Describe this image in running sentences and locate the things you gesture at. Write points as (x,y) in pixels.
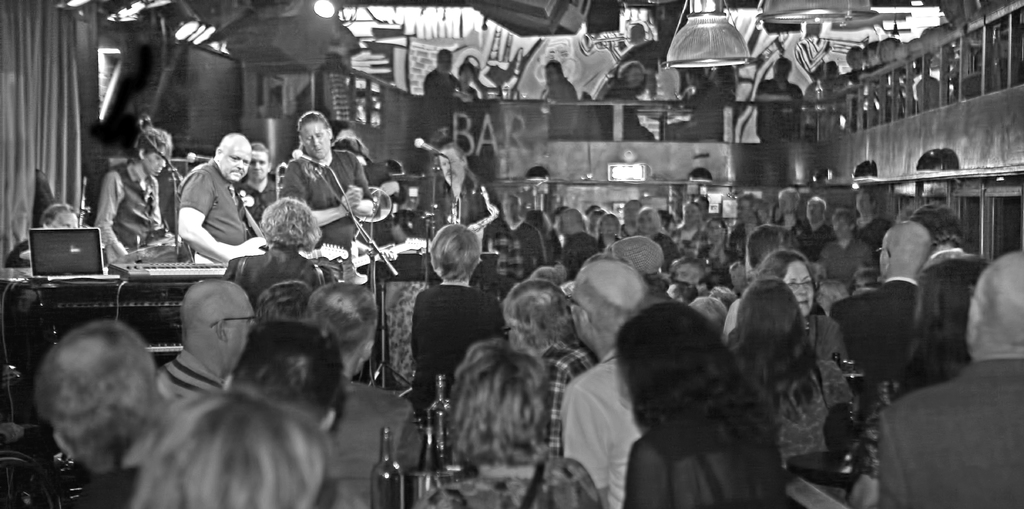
This is a black and white picture. We can see there are groups of people (366,333), bottles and a table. There are some people (309,175) standing and holding the musical instruments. On the stage (250,160) there are microphones (295,157) with stands (362,222) and some music systems (142,262). On the left side of the image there is a curtain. At the top (711,49) there are lights (698,44).
